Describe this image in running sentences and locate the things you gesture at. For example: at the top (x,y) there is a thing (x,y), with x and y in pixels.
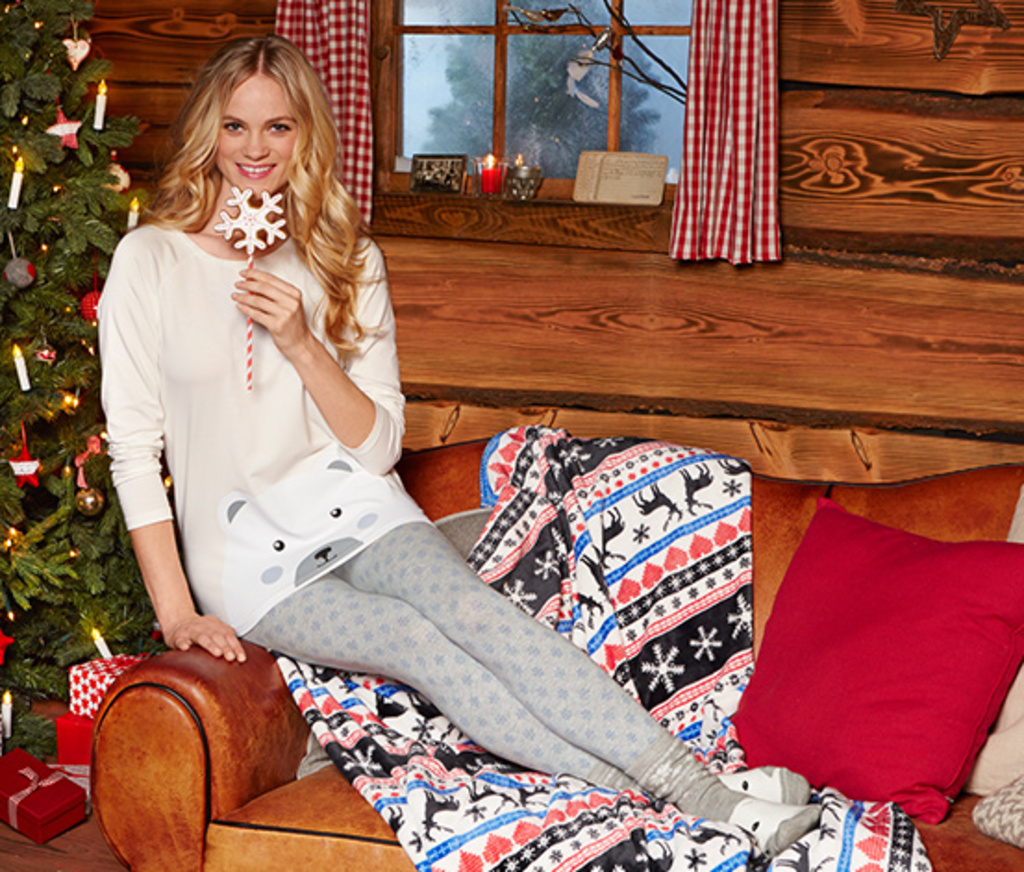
In this image I can see the person (374,438) is on the couch (151,797) and I can see the blanket (488,800), pillows (904,749) on the couch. I can see the christmas tree (101,510), window (590,116), curtains (722,132), wall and few objects (595,163) around.
